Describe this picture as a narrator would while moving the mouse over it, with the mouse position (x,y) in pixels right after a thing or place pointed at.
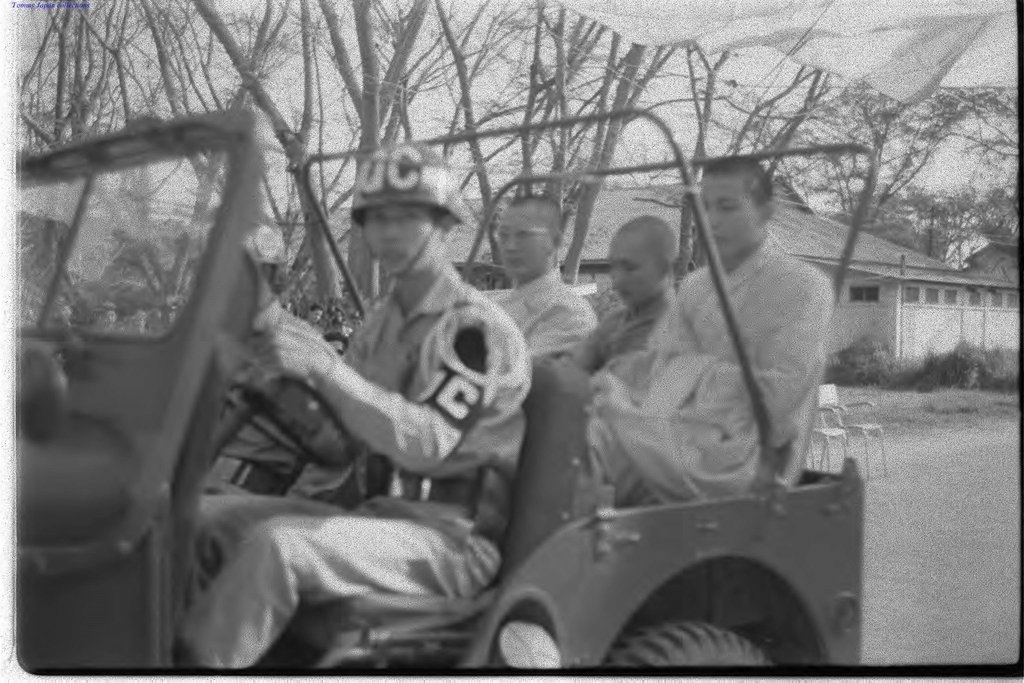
In this picture there are few persons (439,329) sitting in a vehicle (567,384) which is on the road (914,646) and there are trees (378,108) and a house (669,200) in the background (648,206).
